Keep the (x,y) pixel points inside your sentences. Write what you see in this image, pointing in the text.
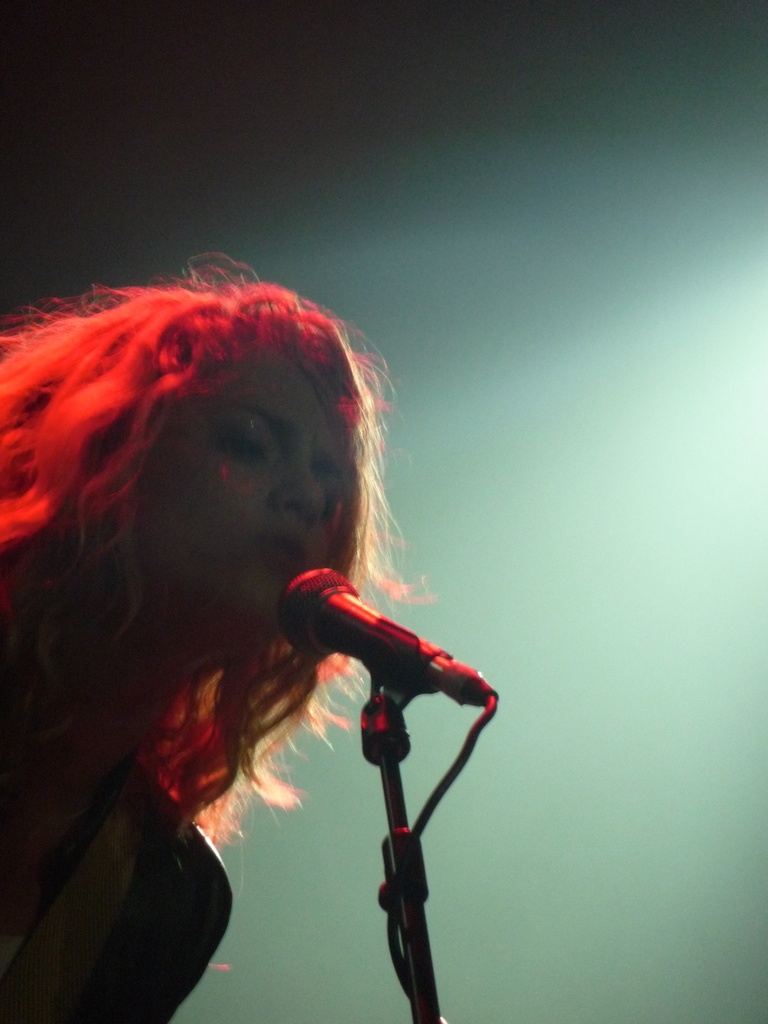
In this image we can see a woman (212,589) singing in a mic (394,649).
